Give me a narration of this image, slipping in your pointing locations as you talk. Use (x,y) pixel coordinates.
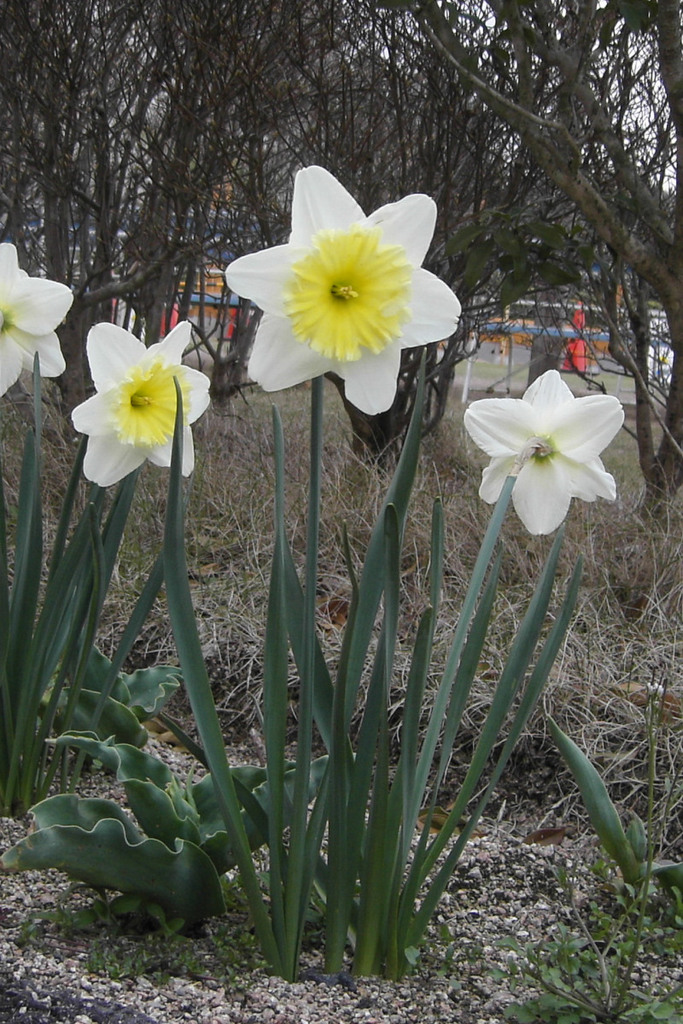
In this picture we can see some white flowers (315,336) on the plants (245,827). There is a dry grass (207,594). We can see some trees (460,214) in the background (666,281).
